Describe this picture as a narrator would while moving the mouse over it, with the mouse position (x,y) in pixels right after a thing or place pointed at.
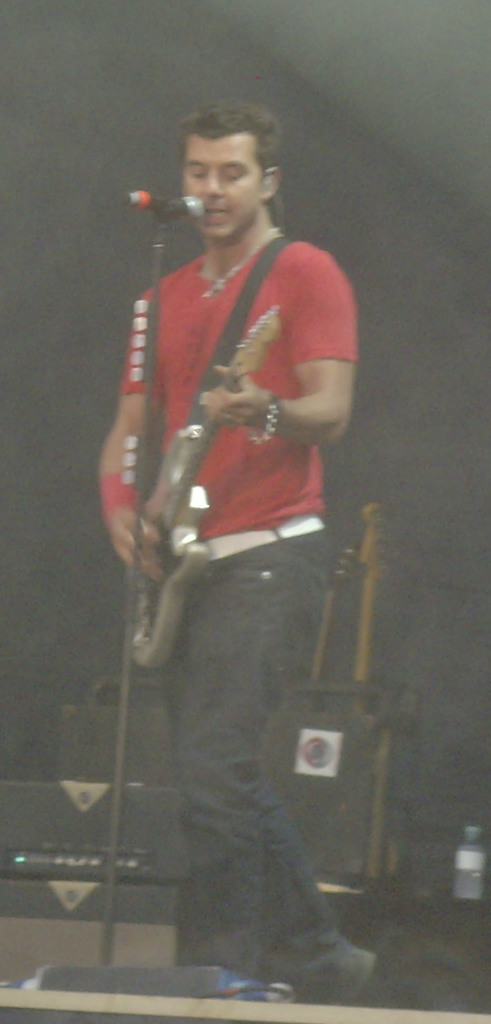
Only one person (244,568) is present in the picture, standing and holding a guitar (160,481) and singing in front of the microphone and wearing a red t-shirt (251,501) and black pant (224,917), behind him there are speakers (105,834) and water bottle (470,881).
